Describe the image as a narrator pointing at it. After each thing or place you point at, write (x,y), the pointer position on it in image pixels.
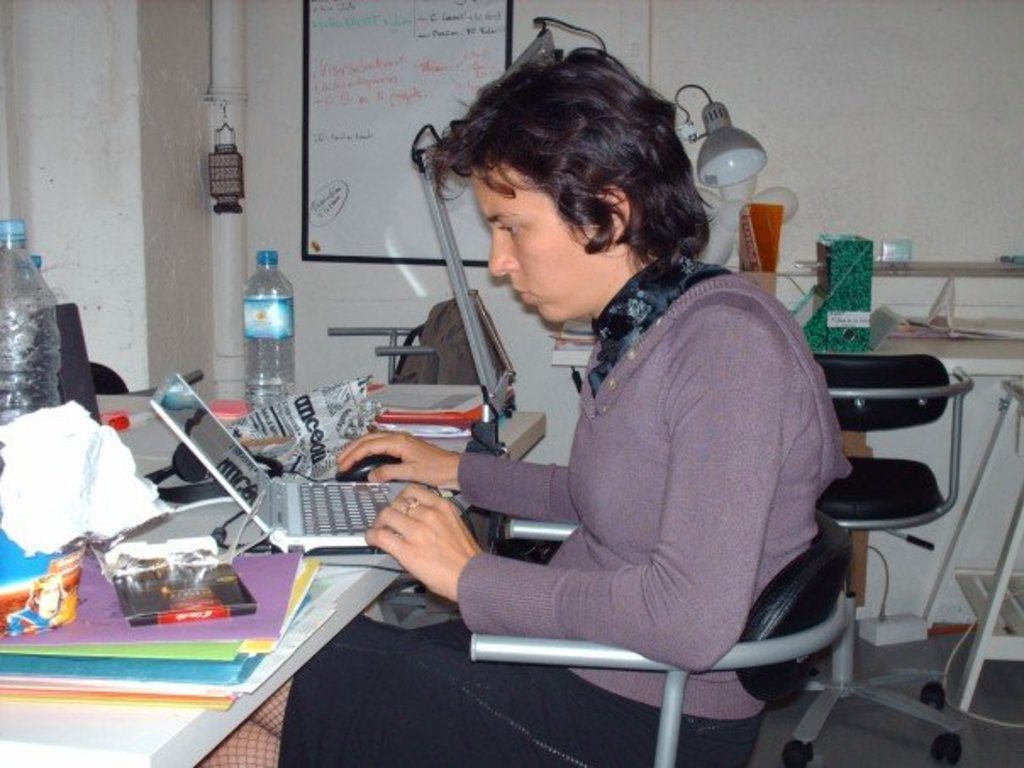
In this image there is a woman (578,453) sitting on the chair (574,649), in front of her there is a table (98,718) with laptop (265,494), books (115,668), papers (102,668), water bottles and some other objects (135,597) are placed on top of it, beside the table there is another chair (873,404) and table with some objects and the lamp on top of it. In the background (389,182) there is a board (383,190) with some text (331,204), beside the board (303,205) there is an object (227,164) hanging on the pipe (227,305) which is attached to the wall (203,80).
